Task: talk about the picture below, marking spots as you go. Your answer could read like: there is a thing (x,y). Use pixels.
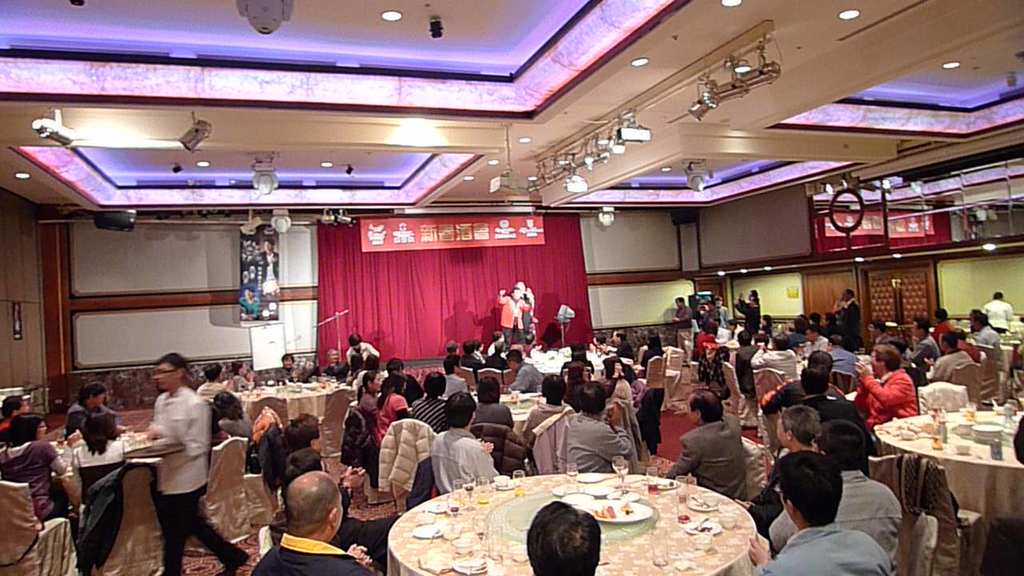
This picture shows an open room (380,331) where all the people (87,391) seated on the chairs (338,443) and a man (181,540) serving food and two person (518,323) performing on the dais (538,345).
